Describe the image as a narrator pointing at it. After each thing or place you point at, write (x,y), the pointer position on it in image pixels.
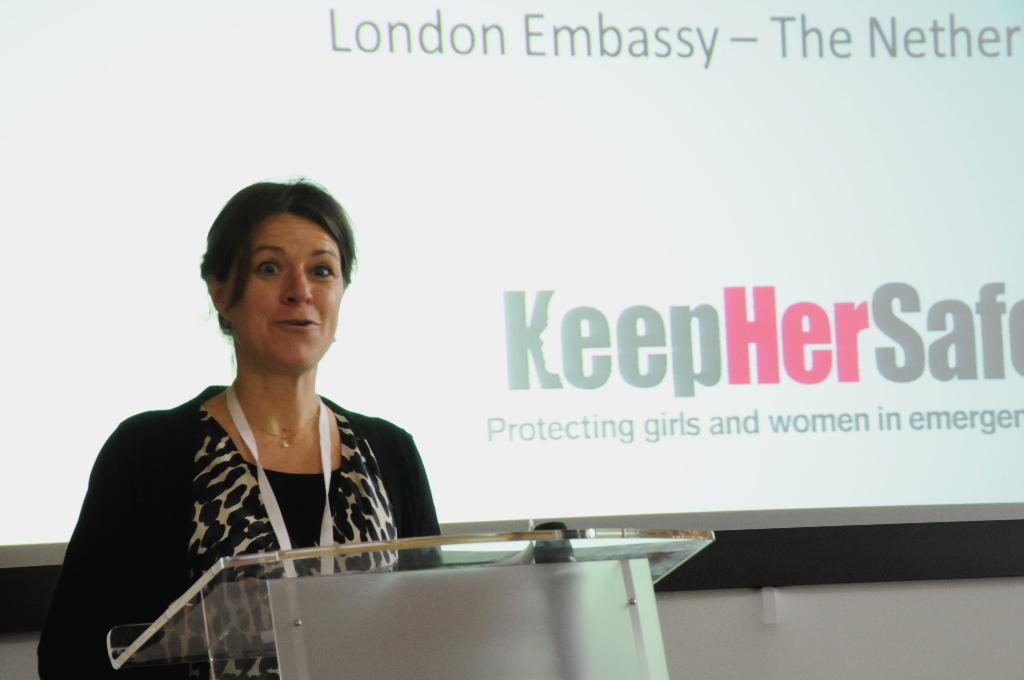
On the left side of the image (139,453) we can see a lady (331,307) is standing in-front of podium (327,621) and talking. In the background of the image (189,382) we can see the wall (817,596) and board (776,327).
